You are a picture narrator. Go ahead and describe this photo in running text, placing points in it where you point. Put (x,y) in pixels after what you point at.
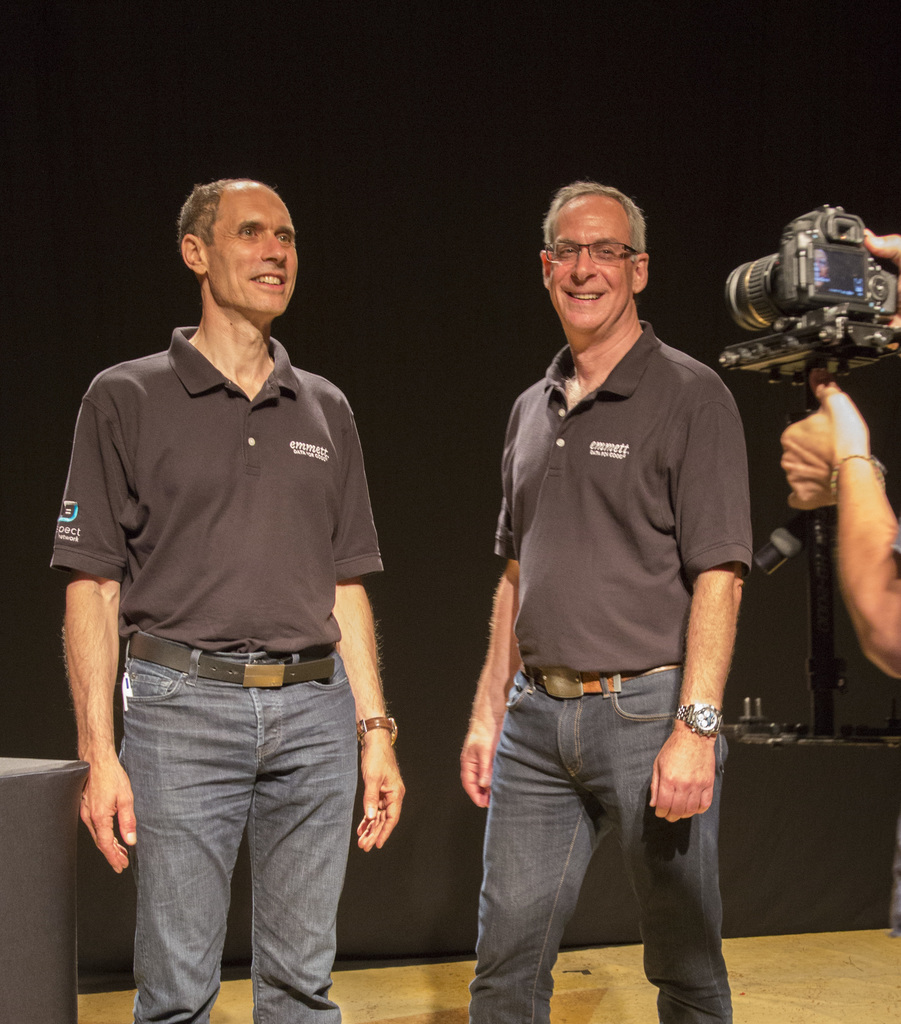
In this image there are three persons (143,441), two persons (508,551) are standing and smiling and other one (853,561) is holding a camera (841,298).
